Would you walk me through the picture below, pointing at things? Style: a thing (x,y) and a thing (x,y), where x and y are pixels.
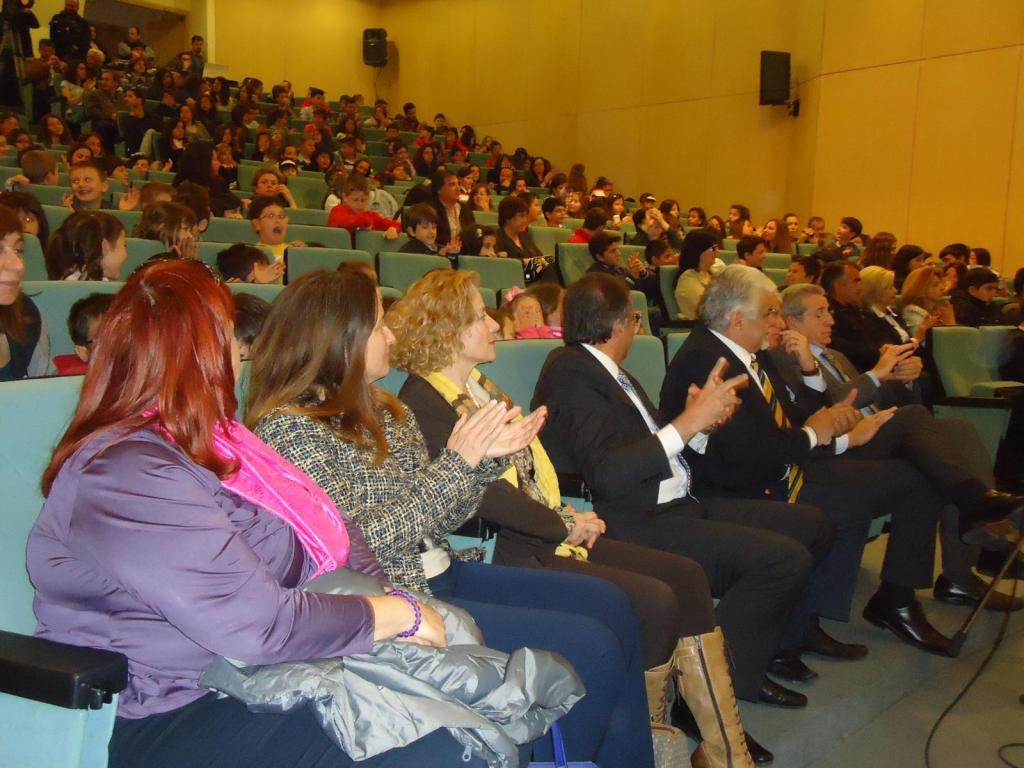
In the picture I can see these people (95,409) are sitting on the blue color chairs (11,559). In the background (780,62), we can see a few people (87,45) standing and we can see speaker boxes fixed to the wall (628,140).
